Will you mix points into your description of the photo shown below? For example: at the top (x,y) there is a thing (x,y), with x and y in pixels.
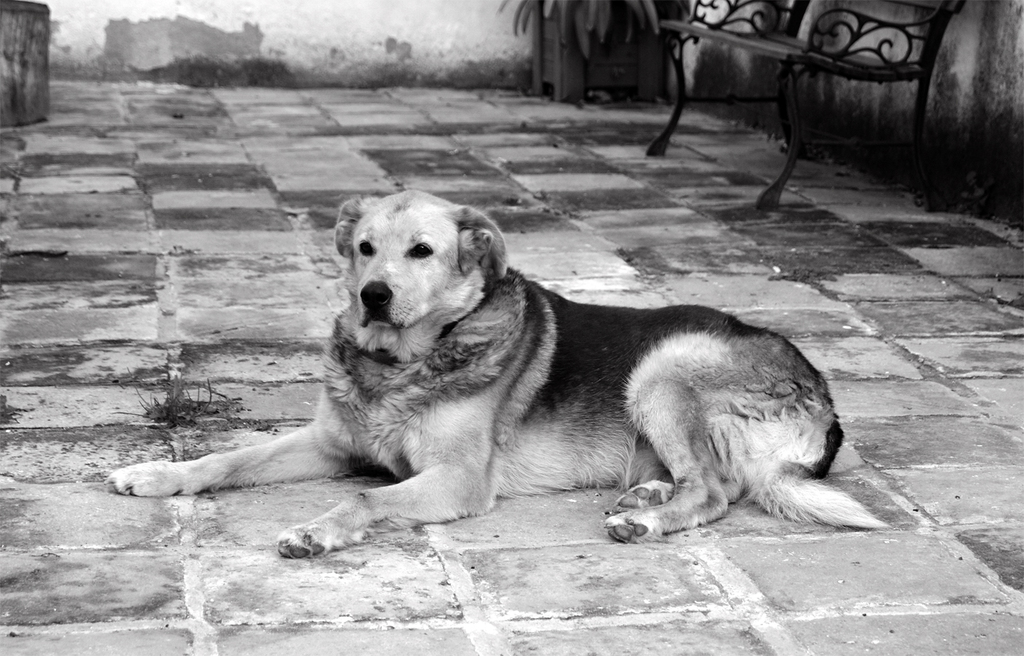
This is a black and white image. In this image we can see a dog (426,347). To the right side of the image (834,48) there is a bench (673,27). At the bottom of the image (563,579) there is floor (171,580).
